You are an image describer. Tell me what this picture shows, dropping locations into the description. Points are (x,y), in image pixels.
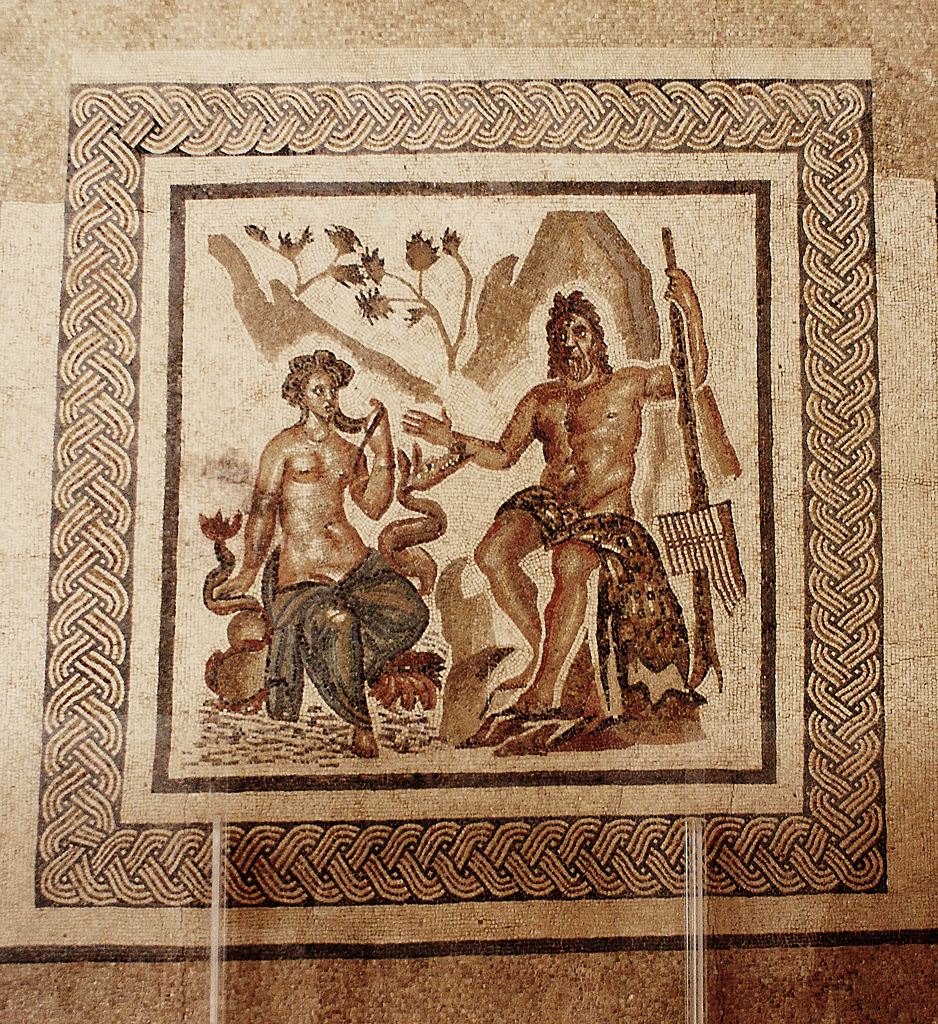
In this picture we can see the painting (333,605). We can see a few people (312,386), leaves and some objects (257,657).
